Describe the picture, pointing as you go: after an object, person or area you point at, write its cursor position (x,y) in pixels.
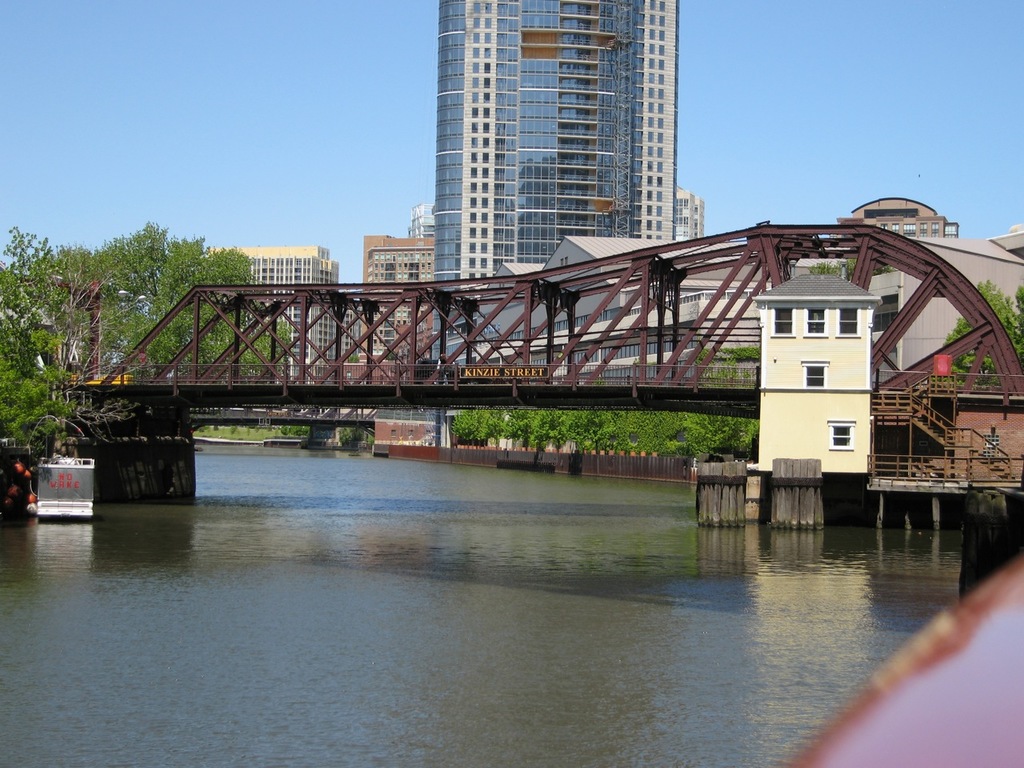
In this picture we can see a bridge (335,375) on water (581,728), buildings (714,287), trees (83,368), steps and in the background (328,112) we can see the sky (242,123).
